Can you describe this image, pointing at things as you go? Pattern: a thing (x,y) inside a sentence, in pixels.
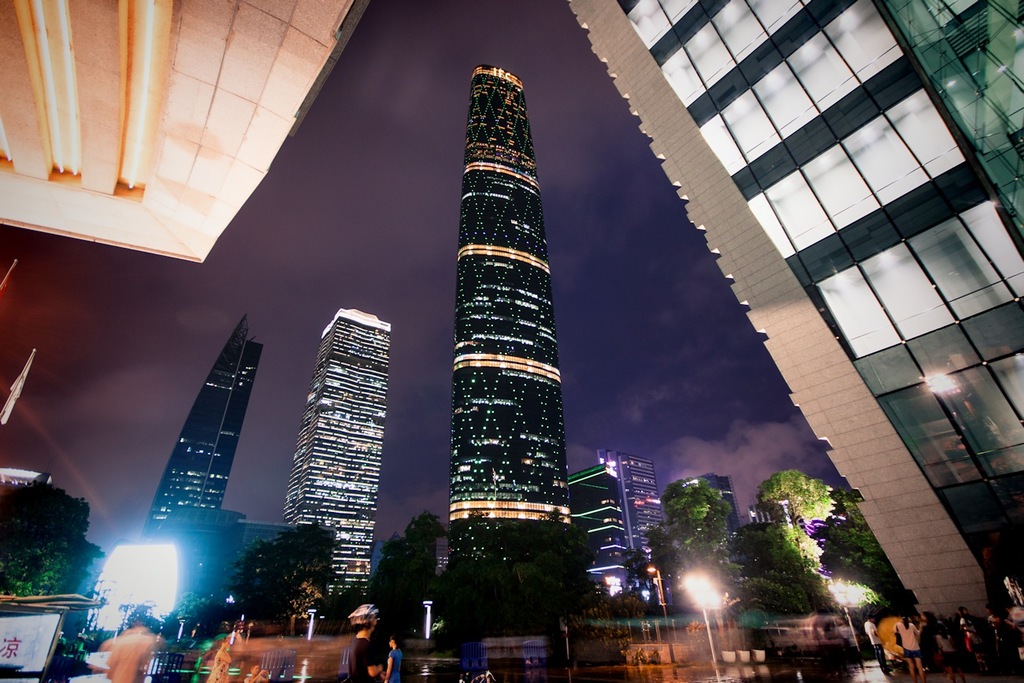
In this image there are group of people (250,679) standing, poles (705,614), lights (151,618), flags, trees (568,614), buildings (357,513), sky (196,316).
